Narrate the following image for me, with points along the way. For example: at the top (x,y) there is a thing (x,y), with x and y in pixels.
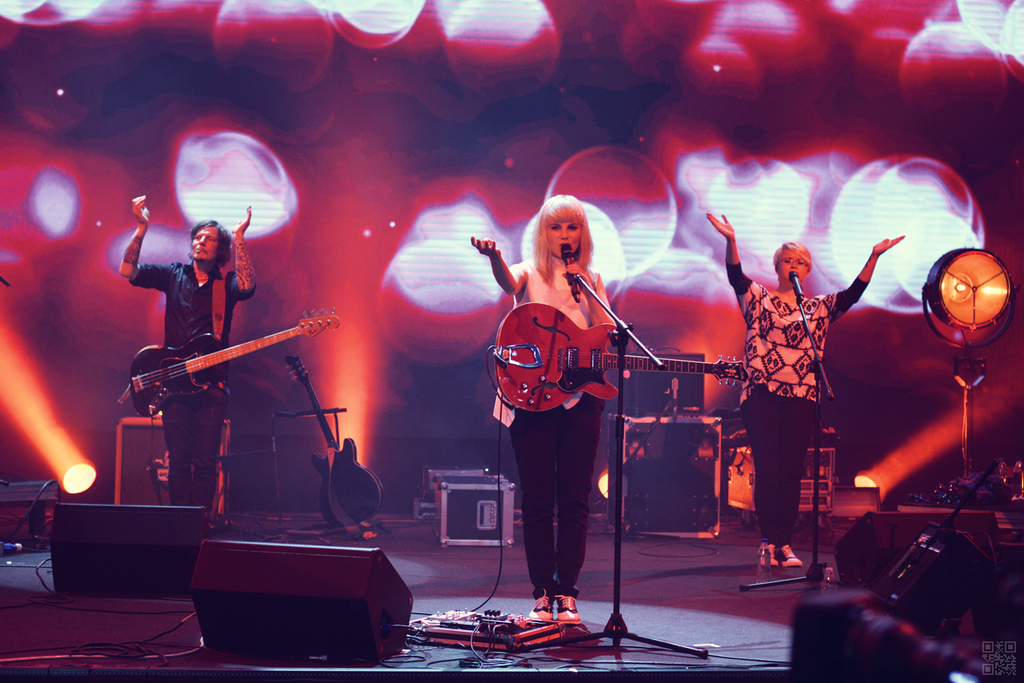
It seems to be the image is taken on stage (512,562). In image there are three people (799,353) standing and raising their hands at bottom (344,589) there are some speakers (337,571), wire (656,648) and a light (66,479) in background (393,119) there is a screen (850,144).
